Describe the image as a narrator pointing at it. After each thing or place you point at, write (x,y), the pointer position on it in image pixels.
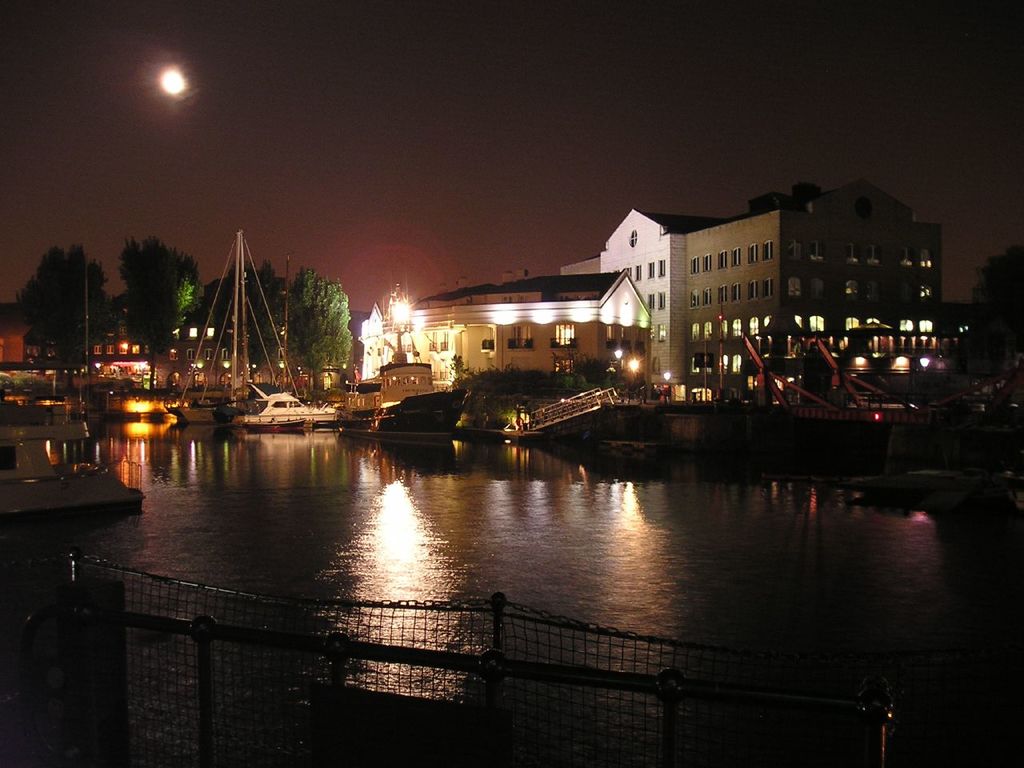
These are the boats (323,411) on the water (165,477). I can see the trees (216,312). These are the buildings (604,304) with the windows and lights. This looks like a bridge (881,419). I think this is a fence (308,624). This looks like the moon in the sky (362,79).
